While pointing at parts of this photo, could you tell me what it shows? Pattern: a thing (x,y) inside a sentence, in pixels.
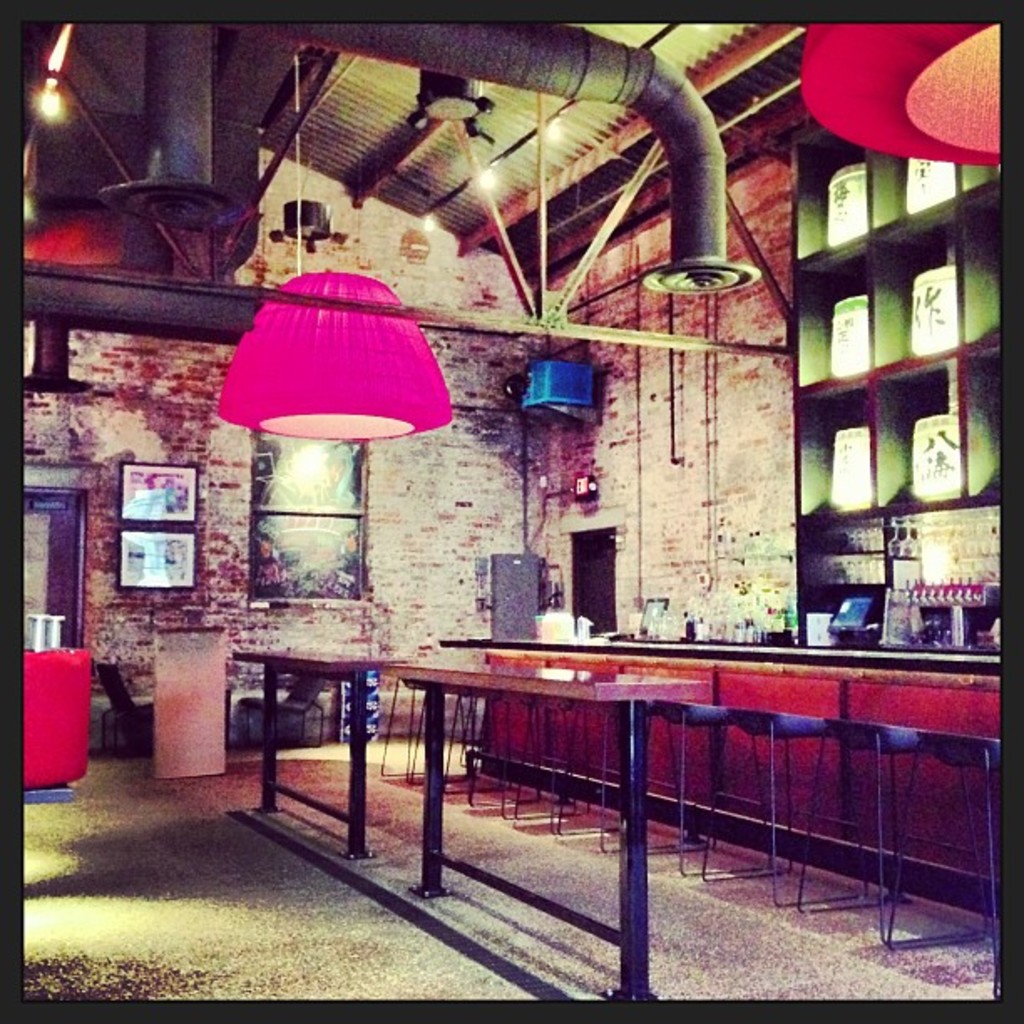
It looks like a room (696,826), on the right side (821,769) there are chairs (680,725), in the middle (585,675) there are dining tables (433,876).
